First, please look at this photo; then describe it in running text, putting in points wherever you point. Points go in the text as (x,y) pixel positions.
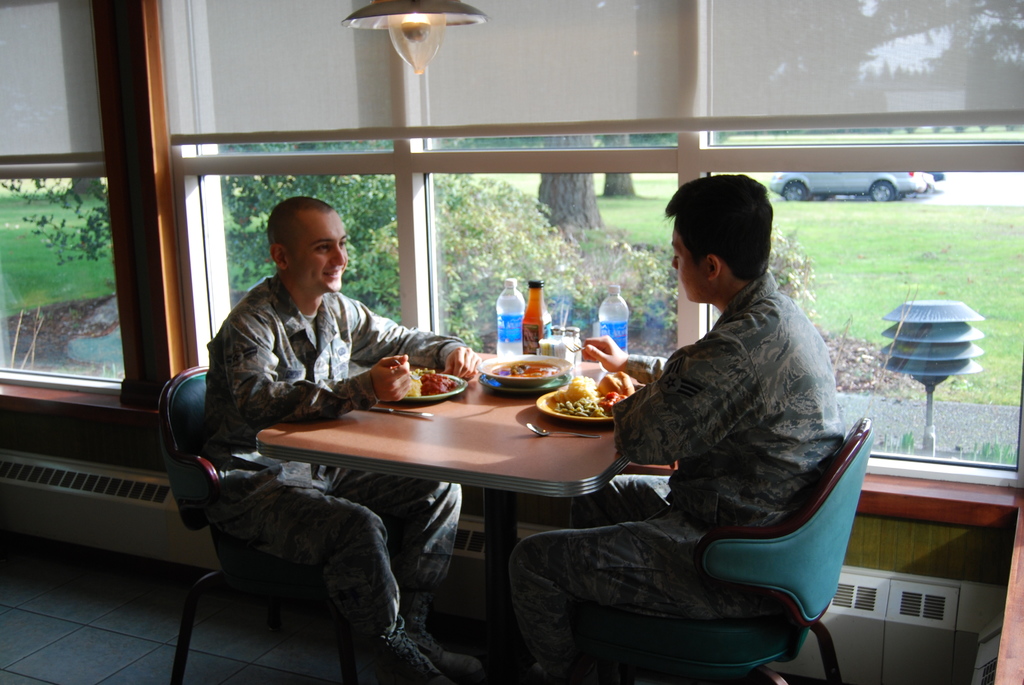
These two persons (362,387) are sitting on chairs (742,573). In-front of them there is a table (500,421), on this table (512,436) there is a plate (553,402), bowl (507,373), bottles (530,314), spoon (541,428) and knife (424,417). From this window (562,230) we can able to see grass (91,263), trees (268,216) and vehicle (863,185). On top (409,6) there is a light (416,37).
